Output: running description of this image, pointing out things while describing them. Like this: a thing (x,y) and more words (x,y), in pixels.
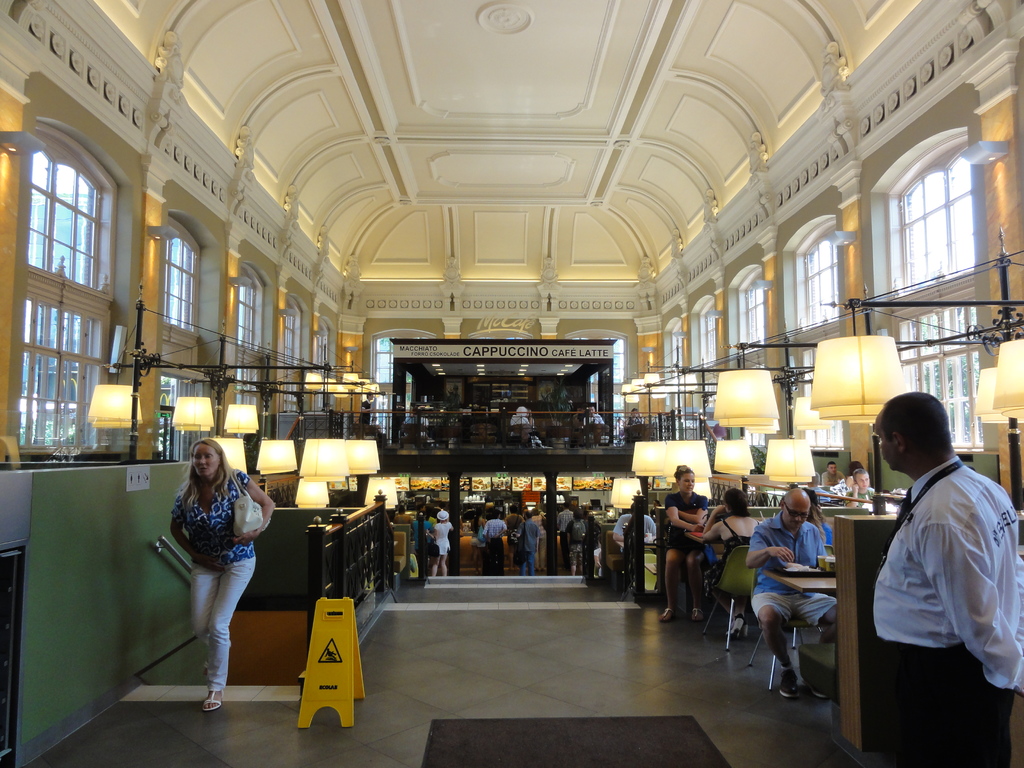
This is an inside view of a building (458,445), where there are group of people (998,633) standing and sitting on the chairs (748,590), caution board (323,600), tables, lights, windows (961,382).
